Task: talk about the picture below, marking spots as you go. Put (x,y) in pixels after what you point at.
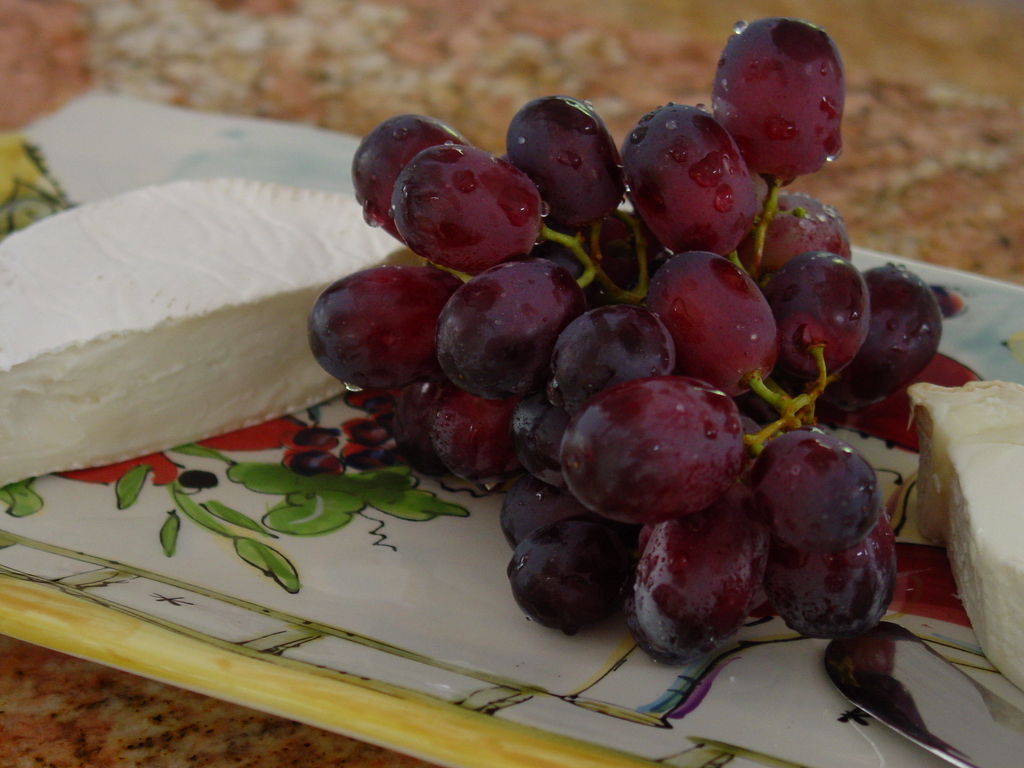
In the center of the image (506,395), we can see cheese (282,362) and there are grapes (636,403), placed on the tray (460,648) and at the bottom (227,706), there is a table (149,740).
